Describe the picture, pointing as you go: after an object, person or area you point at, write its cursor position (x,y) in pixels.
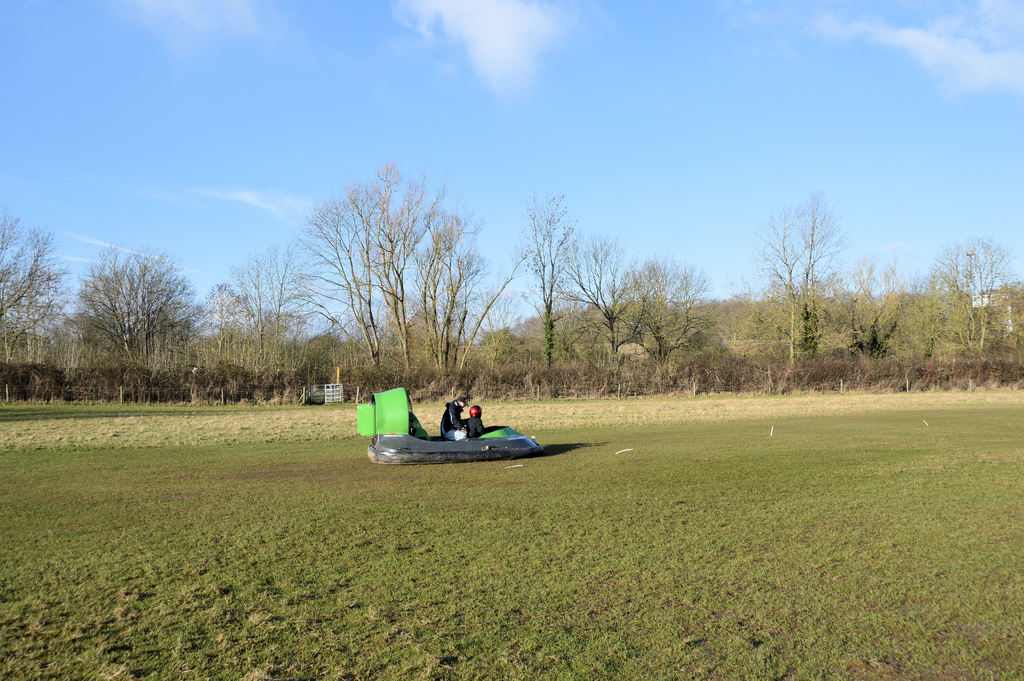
In this picture there are two persons (480,420) sitting on the boat (444,461). There is a boat (458,455) on the grass (503,518). At the back (950,323) there are trees (950,323) and there is a fence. At the top (357,134) there is sky (422,116) and there are clouds (566,13). At the bottom (780,589) there is grass (769,527).
